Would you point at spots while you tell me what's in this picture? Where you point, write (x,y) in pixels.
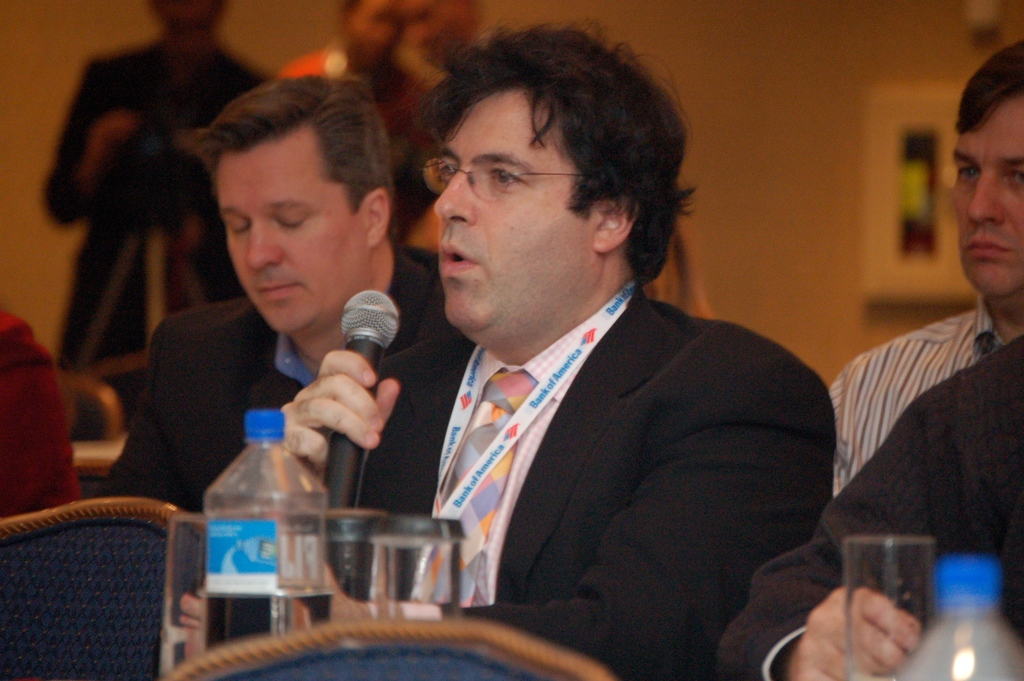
In this picture we can see some persons (260,353) sitting on the chairs (139,585). He is holding a mike (383,349) with his hand (314,457) and he has spectacles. And these are the bottles (946,637) and glasses (379,586). On the background (746,159) there is a wall (813,151).
